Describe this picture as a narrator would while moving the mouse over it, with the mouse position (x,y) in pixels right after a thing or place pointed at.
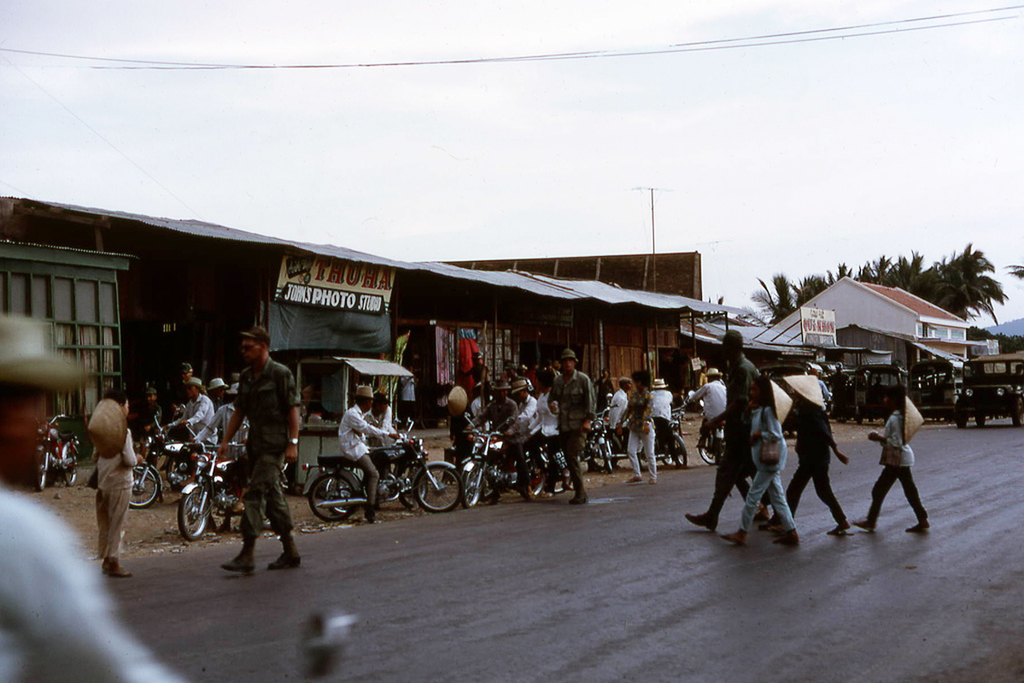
There is a road (526,635) in black color, And in the right side (737,432) there are some people (735,418) crossing the road (951,459), In the middle (380,447) there are some bikes (408,472) and some people (348,440) sitting on the bikes (392,472), In the background (160,227) there is a wall (655,280) and there a roof (631,295) made of sheets (675,298).
